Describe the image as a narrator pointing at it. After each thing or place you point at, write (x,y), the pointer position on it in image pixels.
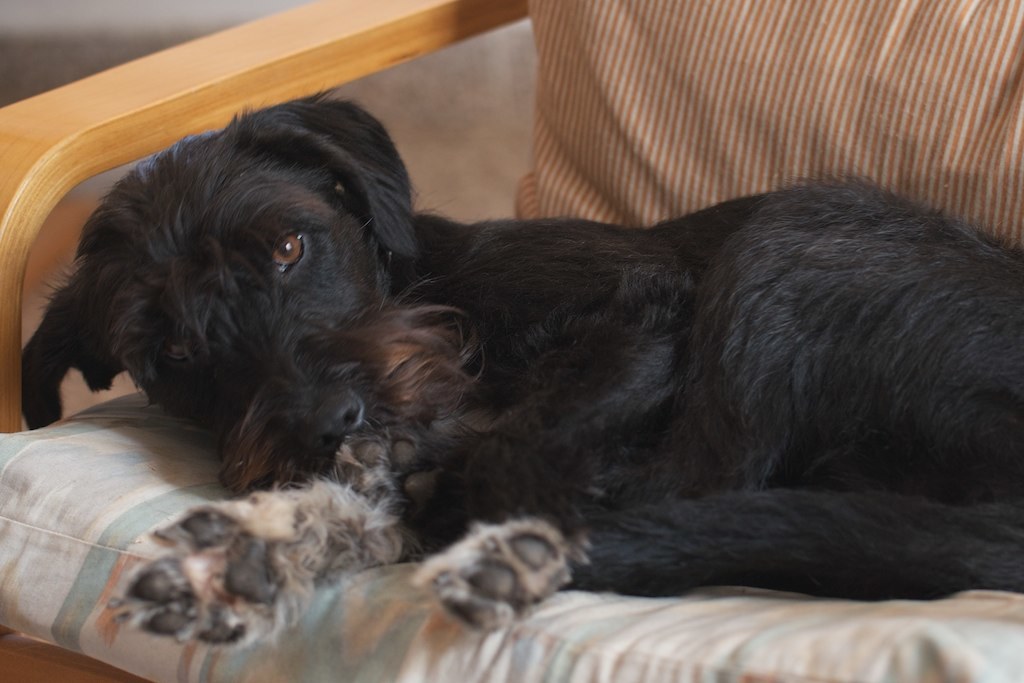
In this image there is a dog (334,428) on the chair (573,190), behind it there may be a cushion (660,129).
